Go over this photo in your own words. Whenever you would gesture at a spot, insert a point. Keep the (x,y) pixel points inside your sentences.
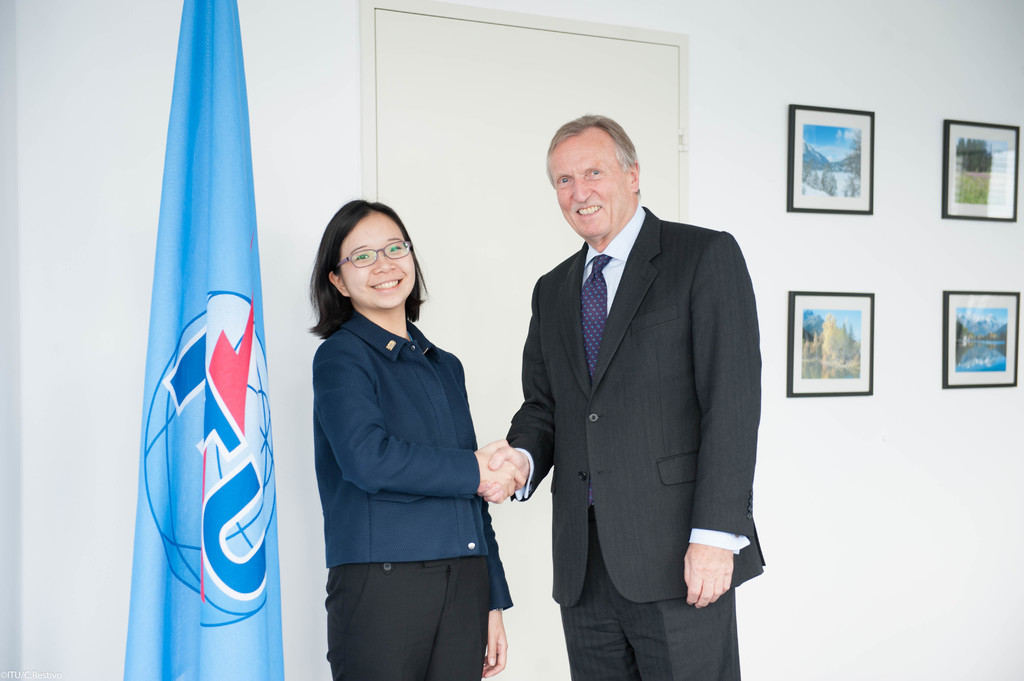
In this image there are two persons (572,466) shaking their hands (514,492). Beside them there is a flag (153,500). In the background of the image (853,132) there are photo frames (982,311) on the wall (917,552). In the center of the image (486,231) there is a closed door (509,131).
